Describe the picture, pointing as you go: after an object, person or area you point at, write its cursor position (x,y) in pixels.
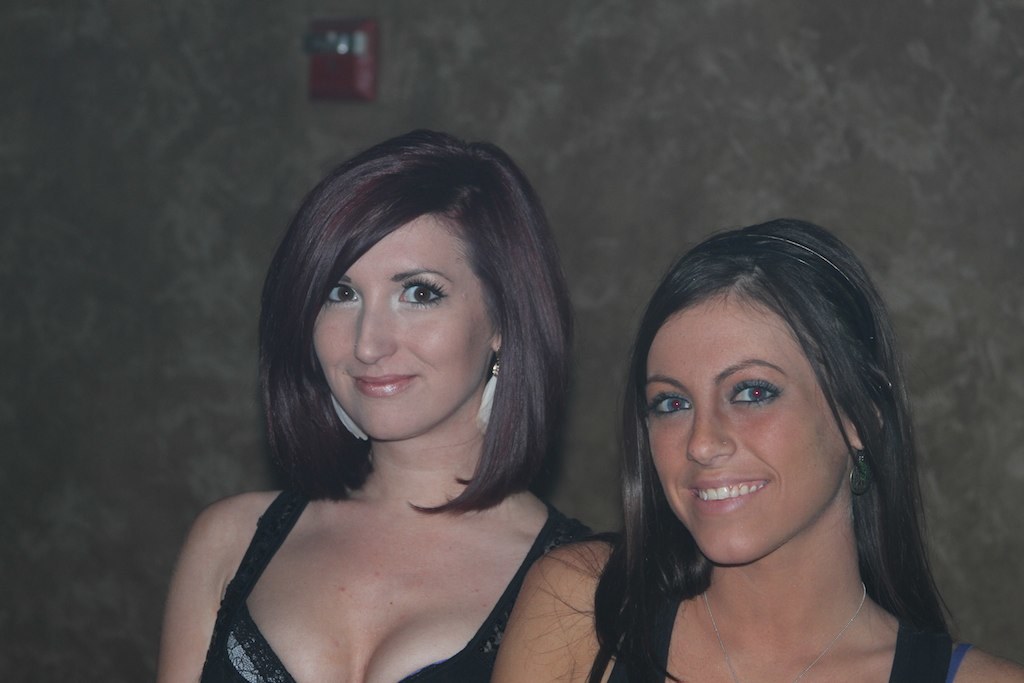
In this image there are two ladies (460,619), in the background (90,129) there is a wall (380,79).
